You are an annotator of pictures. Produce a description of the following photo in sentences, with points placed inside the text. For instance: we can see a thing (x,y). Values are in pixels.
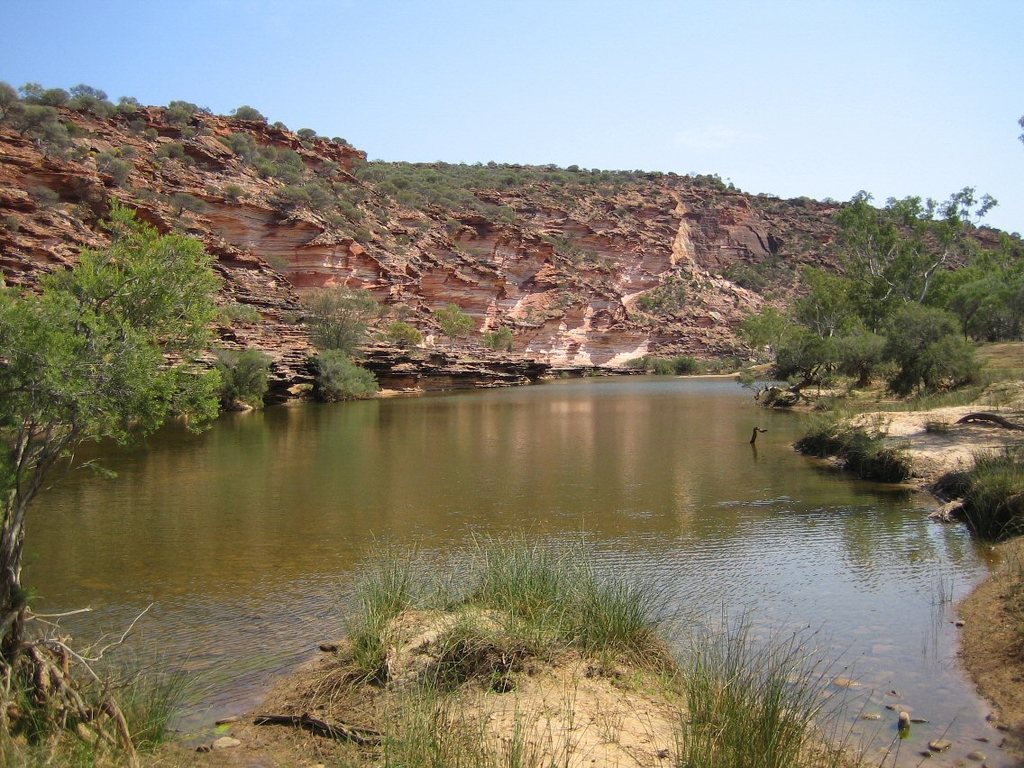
In this image, we can see some water (917,543). We can see the ground (966,409). We can see some grass (706,676) and plants (771,718). There are a few trees (881,308) and hills (332,281). We can see the sky (719,63).
